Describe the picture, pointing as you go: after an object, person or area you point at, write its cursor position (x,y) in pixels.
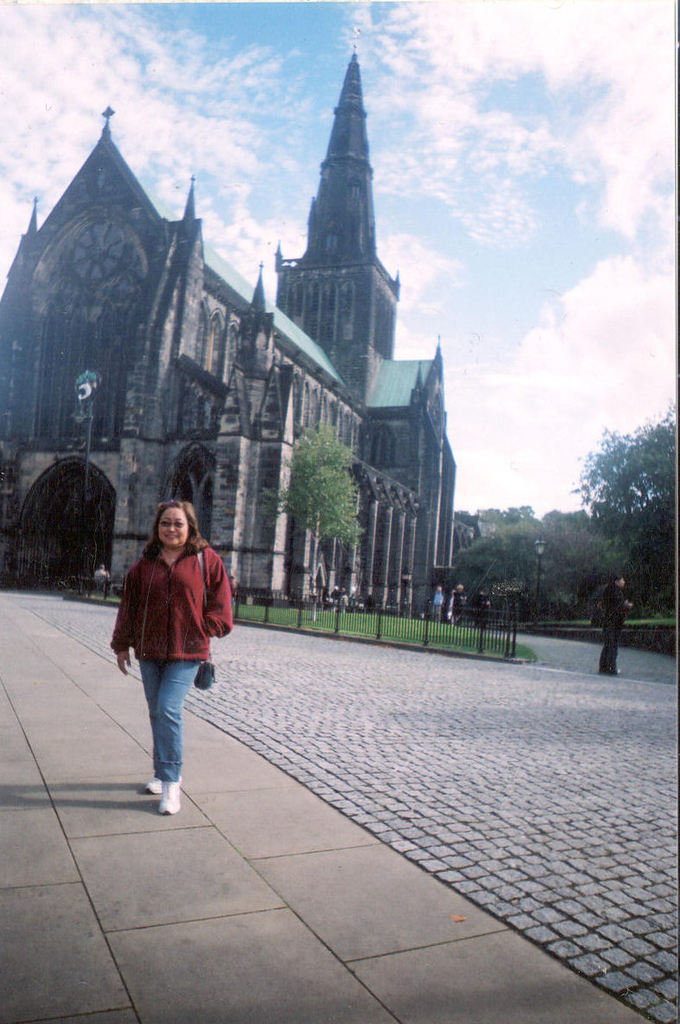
In this image on the left side (167,543) there is one woman (189,651) standing, and at the bottom (199,783) there is a walkway (668,750) and in the background (309,572) there is a building (463,523), trees (502,576), railing (455,625), grass (449,631) and some people (611,610) and at the top (575,126) there is sky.
